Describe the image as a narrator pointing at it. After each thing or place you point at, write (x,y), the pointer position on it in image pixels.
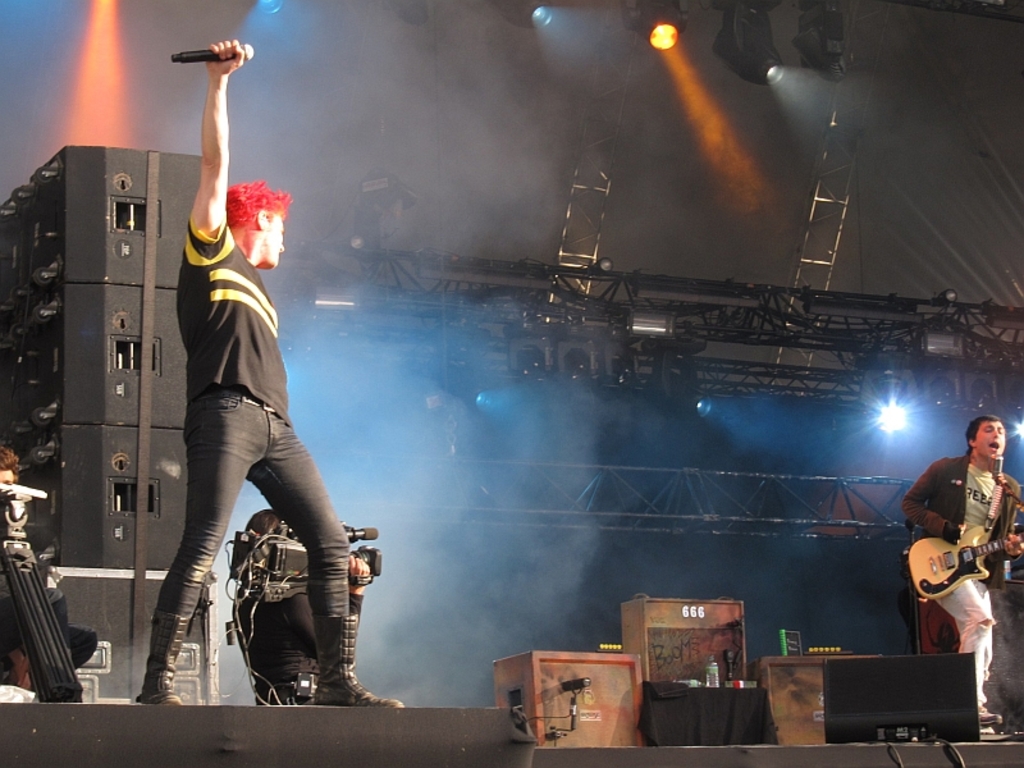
There is a man (213,463) standing on the left side of the stage (270,709) is holding a mic (206,53) in his hand (222,57). Here the man (965,506) on the right side of the image (997,529) is singing while playing the guitar (951,565). Here this man (271,634) is holding the video camera (281,568) in his hands (351,563) and shooting the event. These are the speakers (106,371) and these are the lights (730,48). show lights (748,61).
